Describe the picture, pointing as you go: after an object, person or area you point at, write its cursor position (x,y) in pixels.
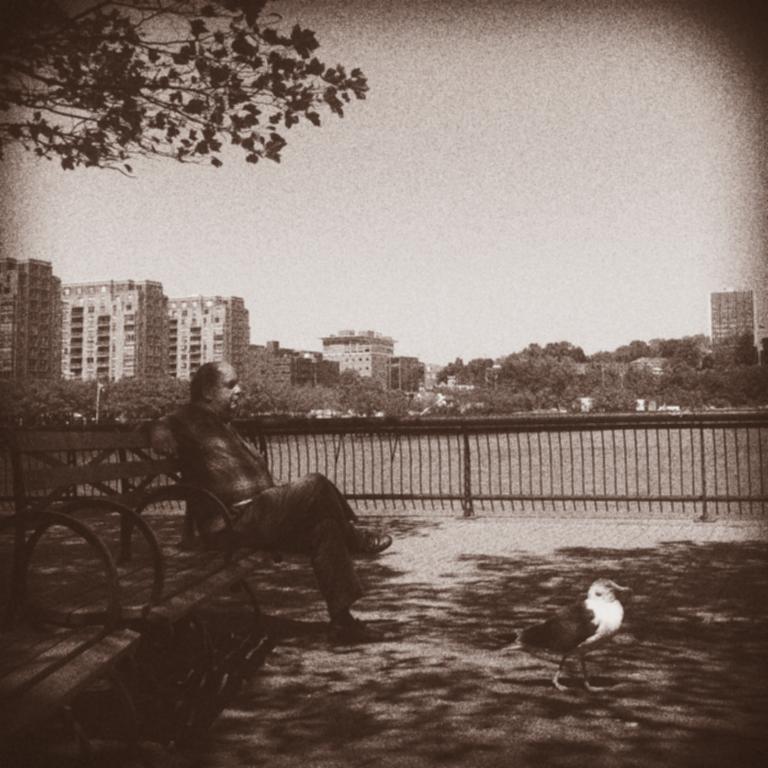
It seems like an old image, there is a bench (157,476) and a person (257,513) is sitting on the bench (253,550), there is a bird (556,637) on the ground (526,587) and behind the bench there is a railing (370,492) and in the background (112,381) there are trees (563,374) and buildings (166,296).
